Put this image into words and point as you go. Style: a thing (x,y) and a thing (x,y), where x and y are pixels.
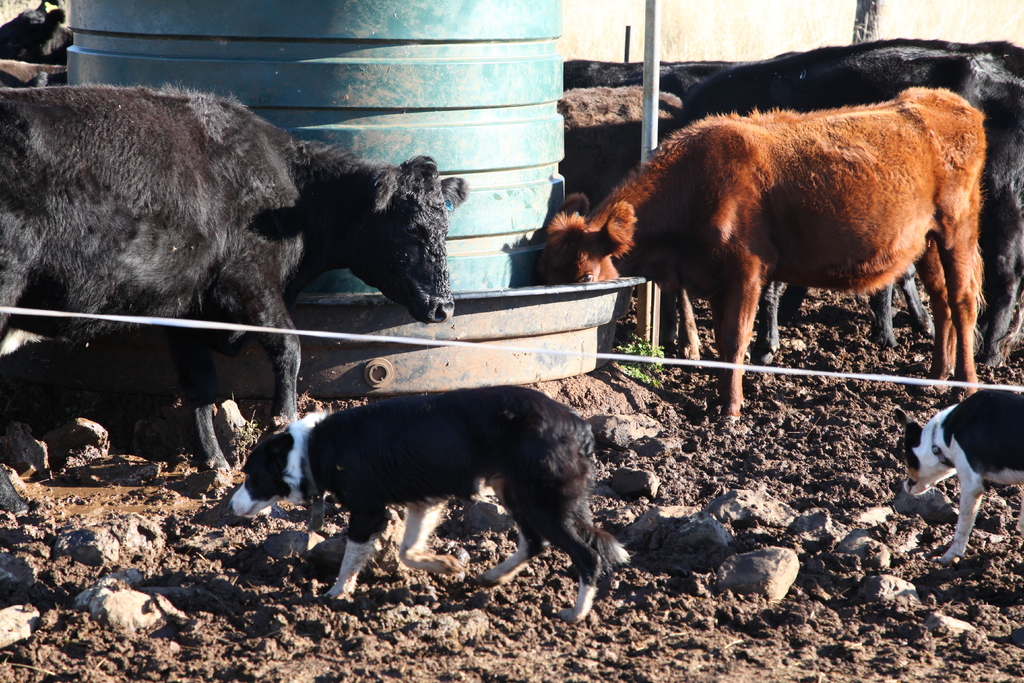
In this image, I can see the cows (905,121), dogs (569,488) and a tank (519,131). At the bottom of the image (111,541), there are rocks (116,597). At the center of the image (351,336), It looks like a rope (274,333).
